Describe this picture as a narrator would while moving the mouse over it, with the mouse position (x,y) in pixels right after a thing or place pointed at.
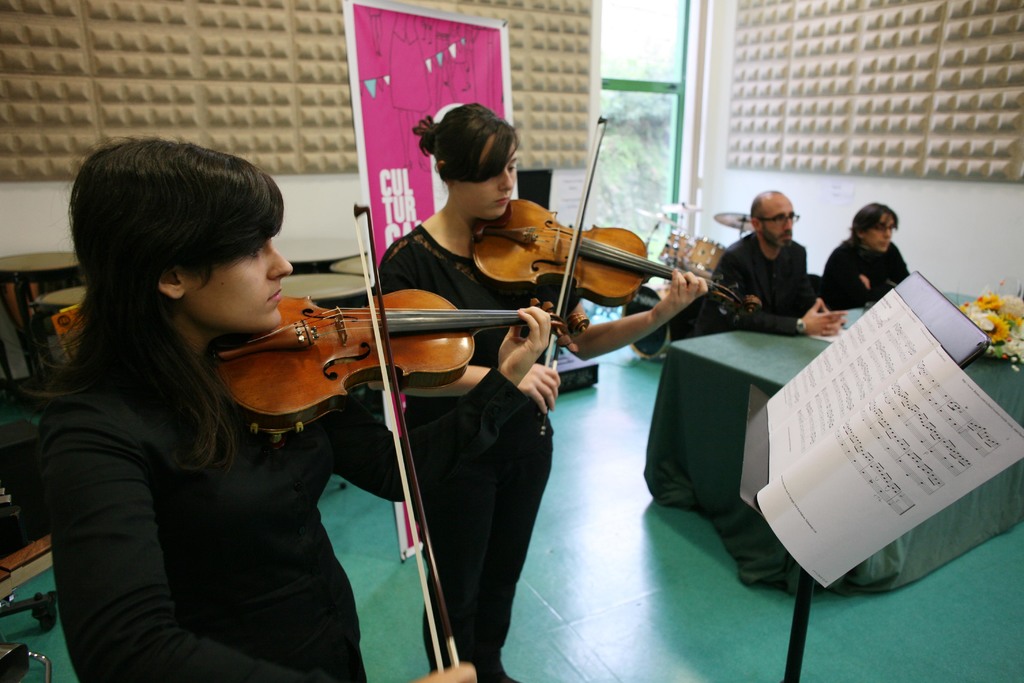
There are two ladies (287,449) playing violin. There is a stand (962,456). There is a table (1018,465). On the right (710,320) there are two people (724,322) sitting on the chair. In the background (416,91) there is a board (428,96).
